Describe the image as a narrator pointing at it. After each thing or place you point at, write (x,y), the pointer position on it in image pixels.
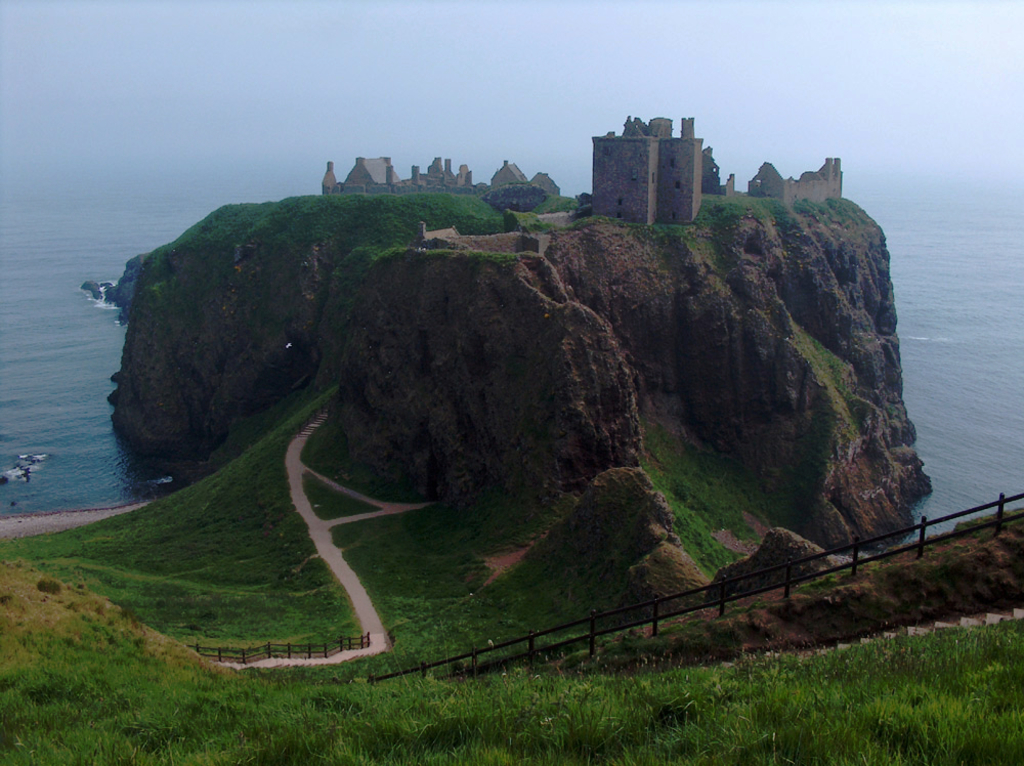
In this picture we can see a beautiful view of the mountain (409,280). On the top (641,169) we can see a brown castle house (640,181) on the mountain (245,235). In the front (385,666) bottom side we can see grass (611,716) on the ground (657,661) and black pipe railing (891,549). In the background (951,331) there is sea water (56,325).
